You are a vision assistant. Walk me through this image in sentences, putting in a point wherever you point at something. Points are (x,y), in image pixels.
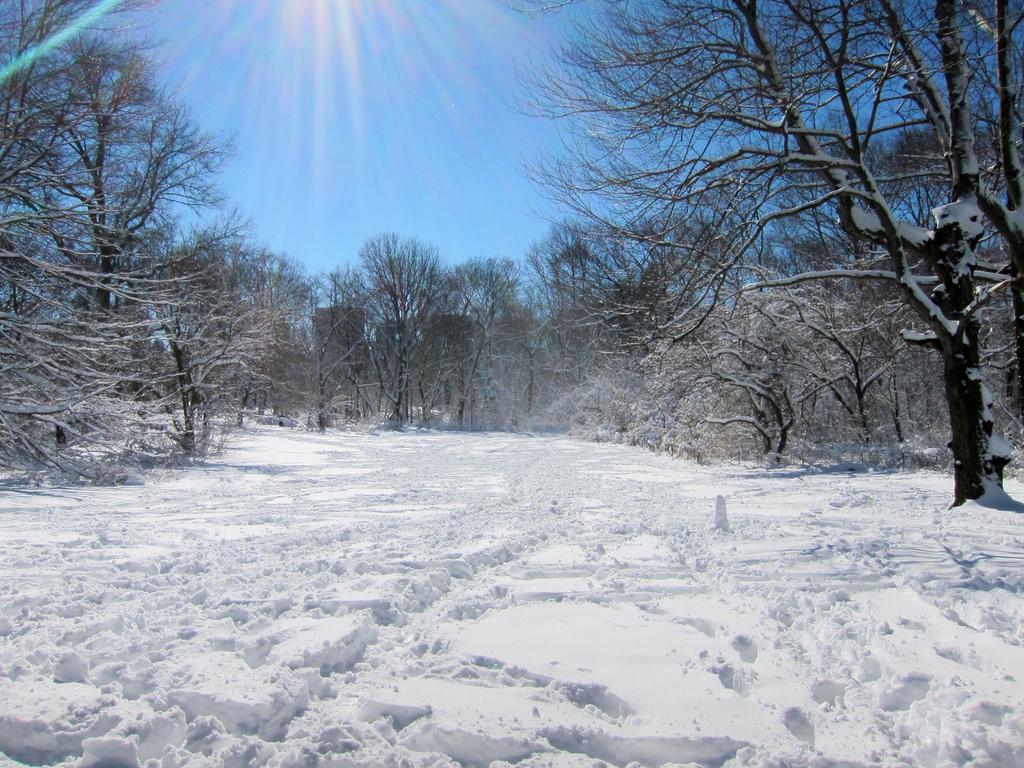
In this image there is a surface (442,579) of the snow (405,581). In the background (500,304) there are trees (413,299) and the sky (329,136).
